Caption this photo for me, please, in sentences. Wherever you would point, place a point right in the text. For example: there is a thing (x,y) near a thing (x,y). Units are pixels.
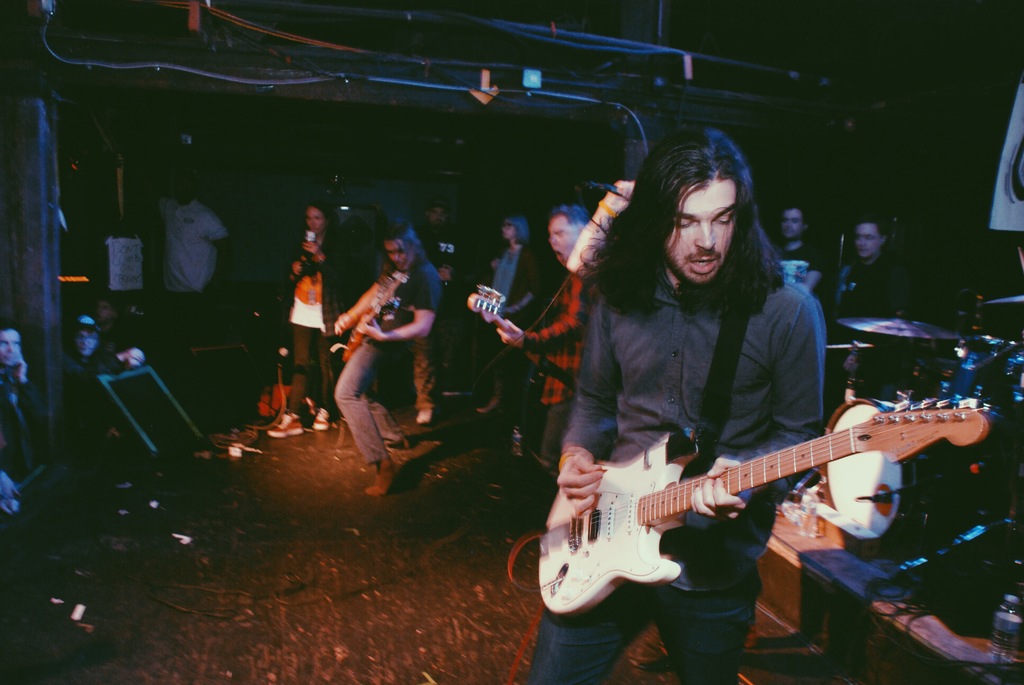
In this picture there is a person (615,318) who is at the right side of the image (802,466), by holding the guitar (601,532) in his hands (713,506) and there is drum set (987,374) and other musical instruments (833,429) at the right side of the image (832,500) behind the man (727,500) there are other people (354,367) those who are playing the guitar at the left side of the image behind the man (724,518).
